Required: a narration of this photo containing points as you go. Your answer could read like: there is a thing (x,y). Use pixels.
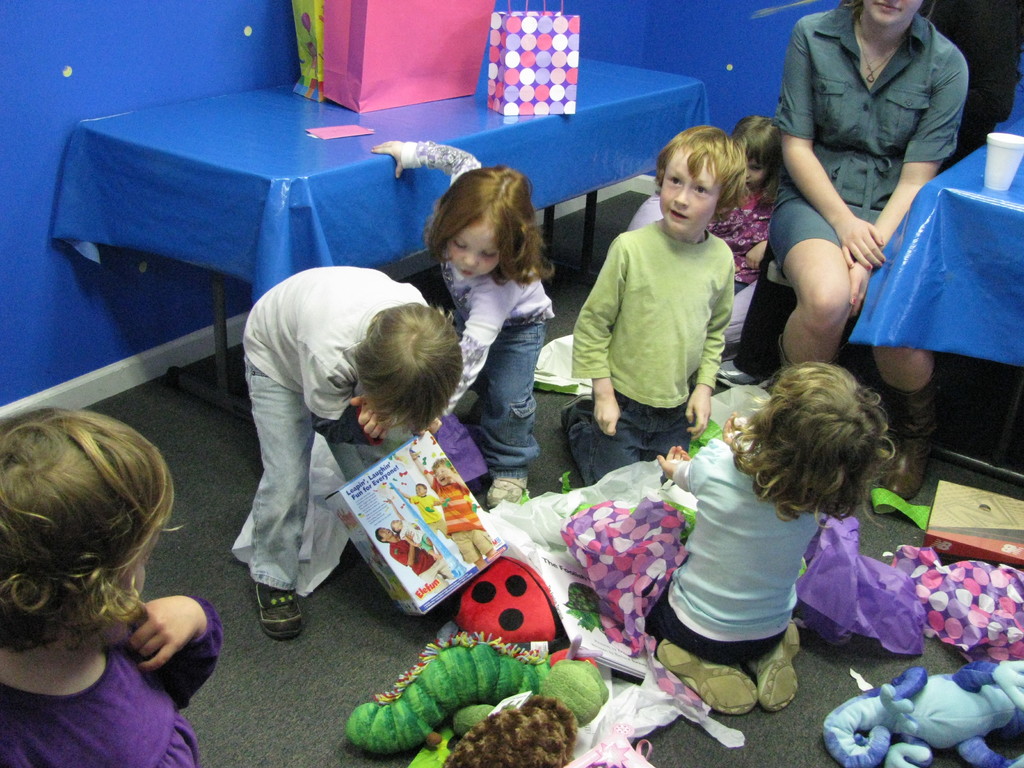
In this image there is a woman (802,262) sitting, there are group of children (598,450), there are objects (557,582) on the floor (219,695), there are tables (920,248), there are clothes (352,166) on the tables (537,165), there is a glass (995,161) on the cloth (969,205), there are bags (432,71) and a paper (330,132) on the cloth (353,139), there is a blue color wall (73,69).
